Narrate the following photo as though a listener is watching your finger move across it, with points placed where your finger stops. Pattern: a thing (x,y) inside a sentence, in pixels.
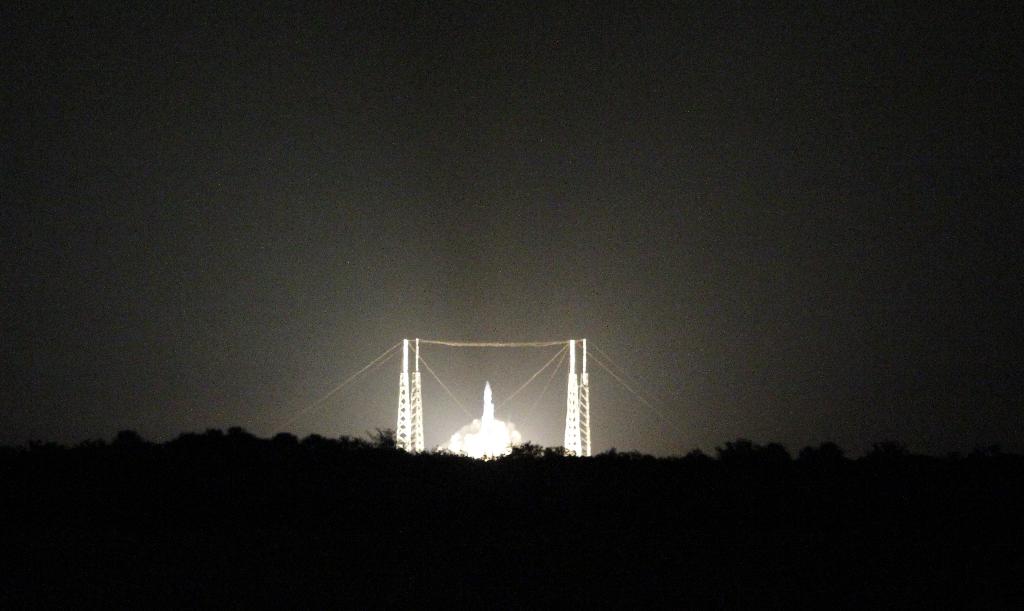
Front side of the image it is dark. Background (573,389) we can see towers (585,379) with wires (552,381) and light (460,445) and we can see sky (609,384).
